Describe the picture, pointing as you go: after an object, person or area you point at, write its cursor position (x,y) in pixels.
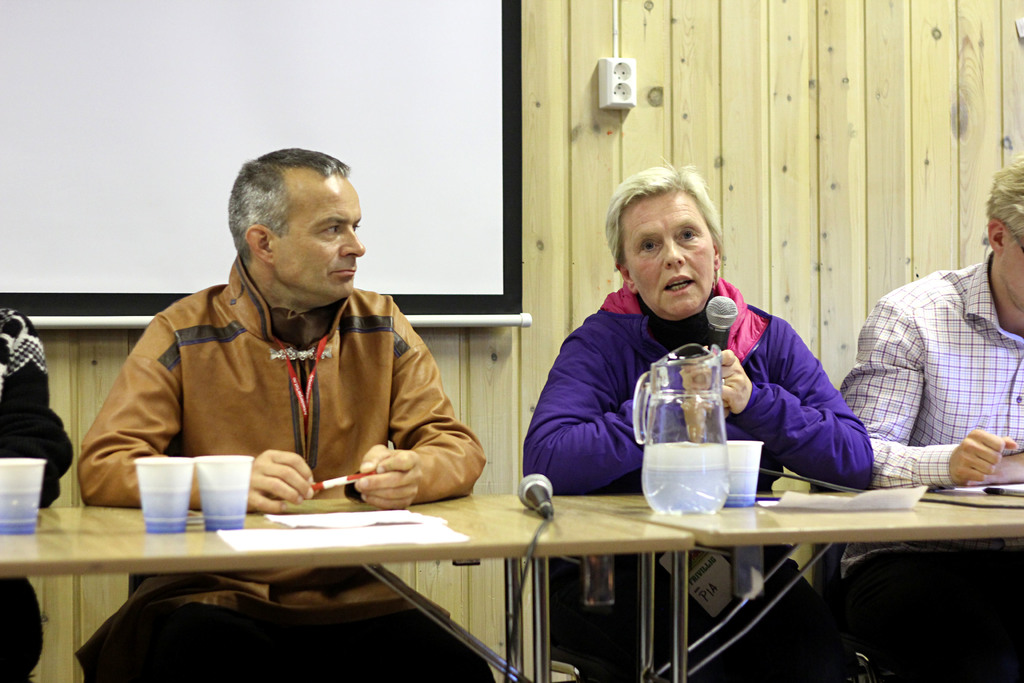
In this image i can see a couple of persons (944,331) who are sitting on a chair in front of the table (849,528). On the table (319,511) we have few glasses (157,494), a microphone (541,500), a jar (678,467) and other stuff (329,520) on it. Behind these people (408,490) we have a projector screen (187,124).
